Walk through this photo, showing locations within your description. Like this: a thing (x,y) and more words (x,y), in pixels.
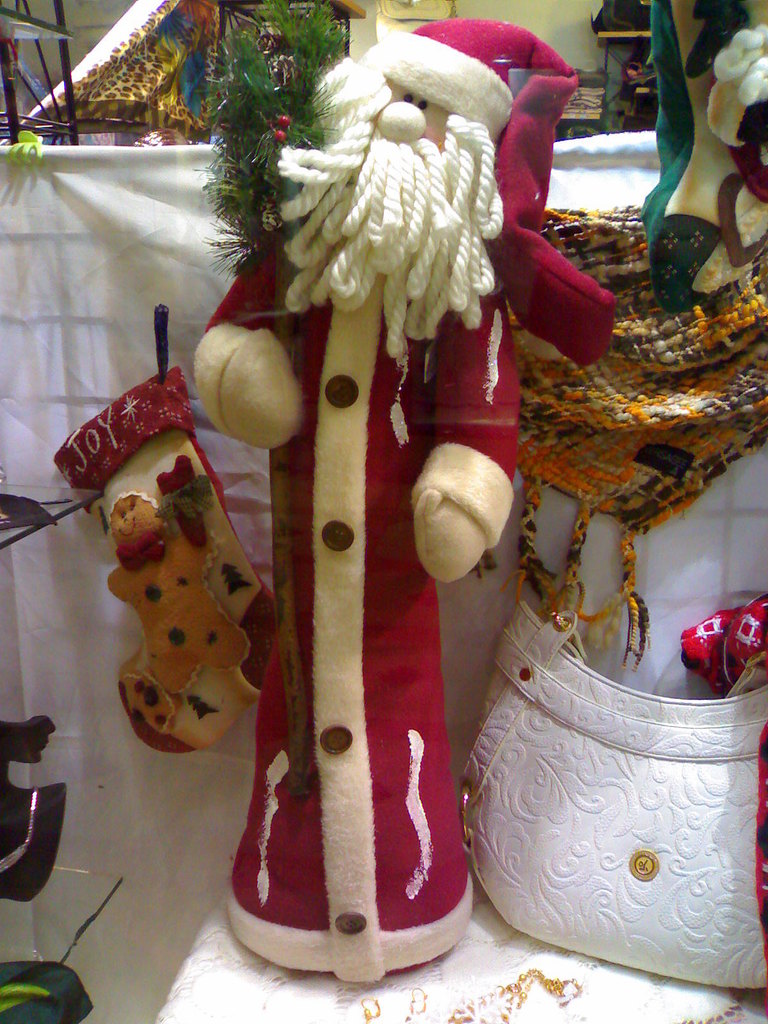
In the picture I can see the toys (326,553). On the right of the image (596,695) I can see the bag (618,795).
